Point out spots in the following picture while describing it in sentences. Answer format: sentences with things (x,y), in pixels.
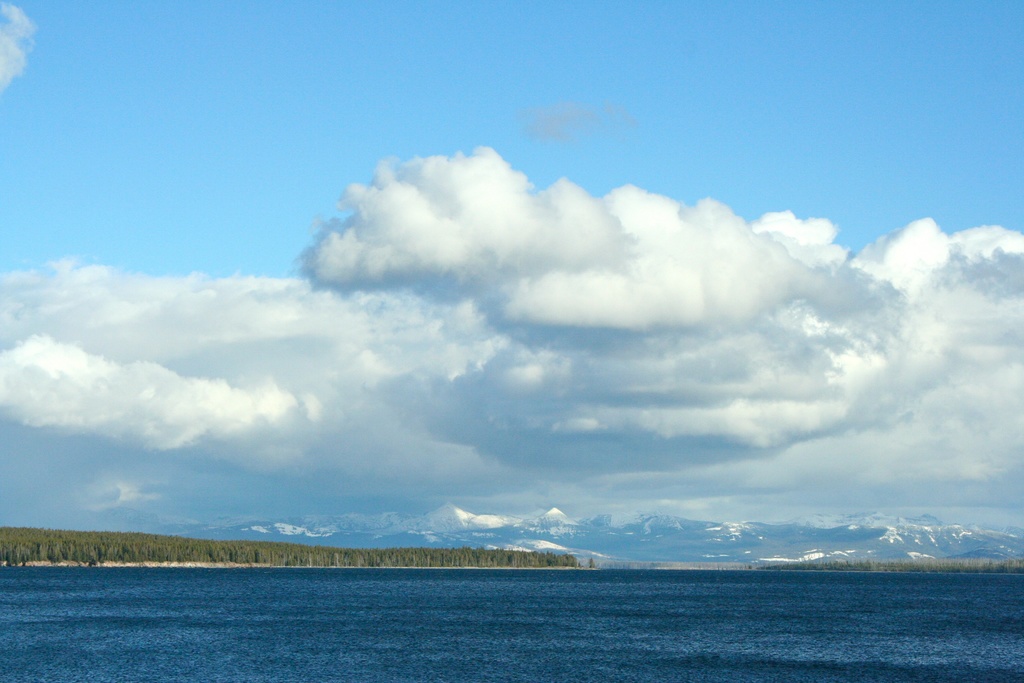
This is picture was taken from outside of the city. In this image, we can see water (425,600) in an ocean (619,595). In the background (394,554), we can see some trees (468,558), plants (373,565). In the background (385,540), we can see some mountains (986,535). At the top (344,174), we can see a sky (470,277) which is a bit cloudy.
